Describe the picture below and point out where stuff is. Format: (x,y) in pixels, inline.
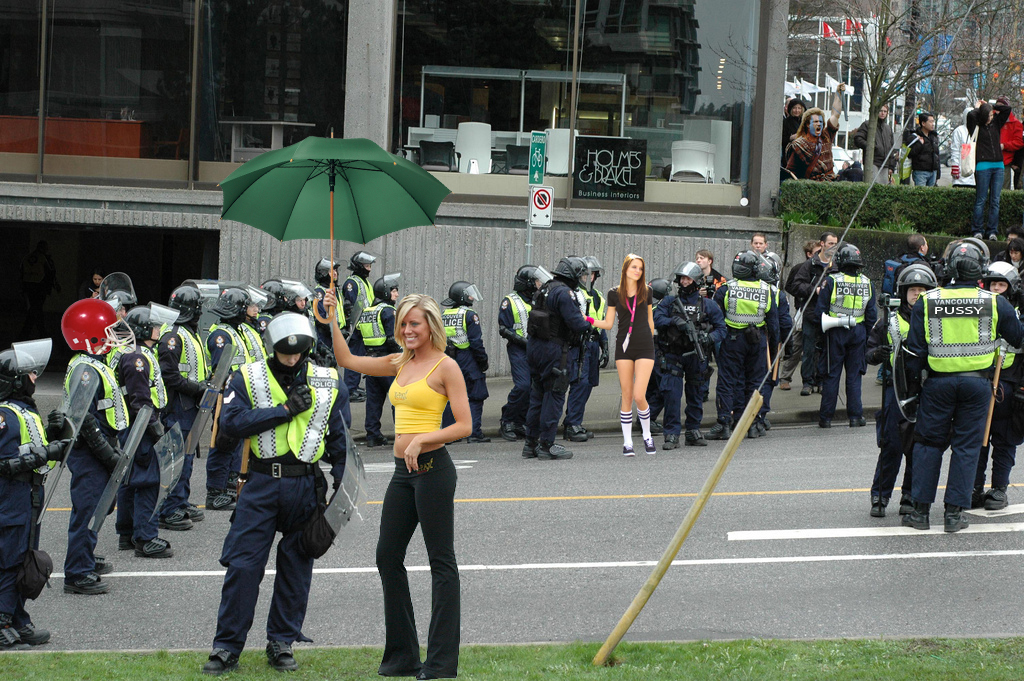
In this picture there is a woman (414,435) wearing yellow top (412,425) is standing on a greenery ground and holding an umbrella (323,234) in her hand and there are few other persons (303,309) standing behind her and there is a glass building (398,54) in the background (377,47) and there are few trees (889,39) in the right top corner (880,49).
